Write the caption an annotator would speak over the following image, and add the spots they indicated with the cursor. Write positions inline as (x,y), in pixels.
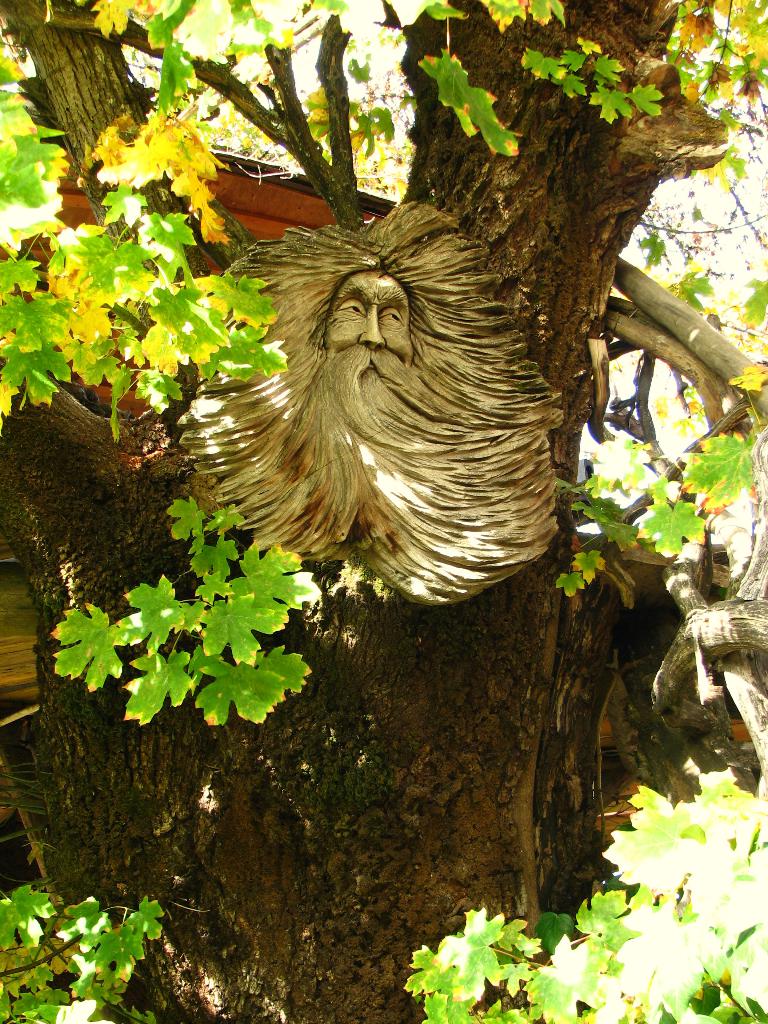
In this image, I can see the sculpture (439,383) of a person's face (333,306). This looks like a tree trunk (74,544). I can see a tree (333,851) with branches (296,124) and leaves (112,265).
